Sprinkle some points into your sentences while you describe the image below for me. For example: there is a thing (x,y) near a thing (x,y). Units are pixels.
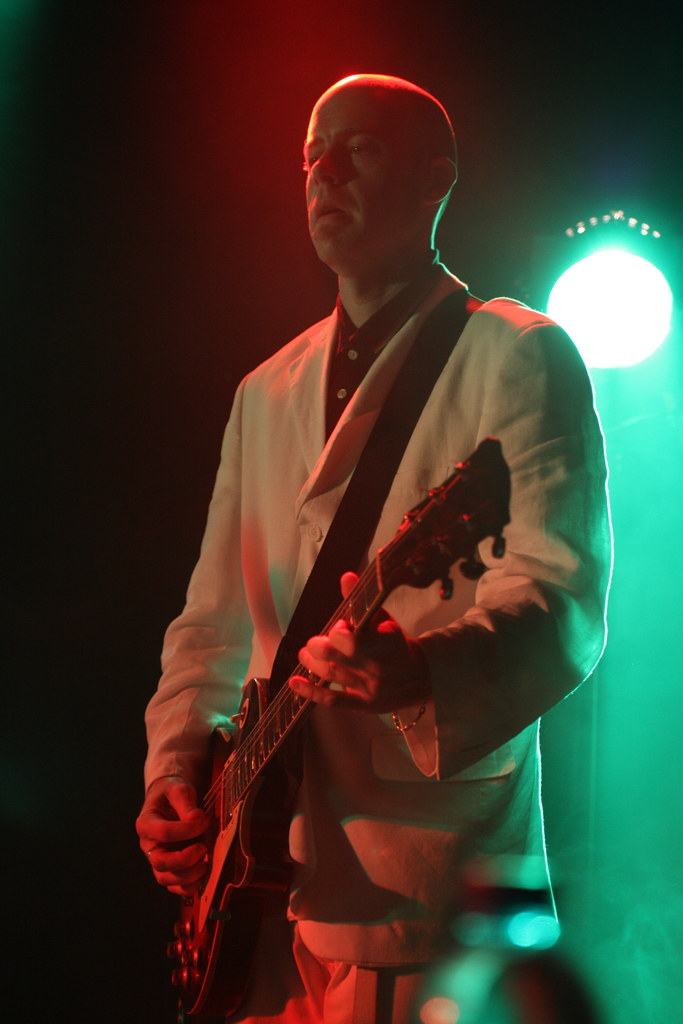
As we can see in the image there is a man (347,694) holding guitar (256,733).
